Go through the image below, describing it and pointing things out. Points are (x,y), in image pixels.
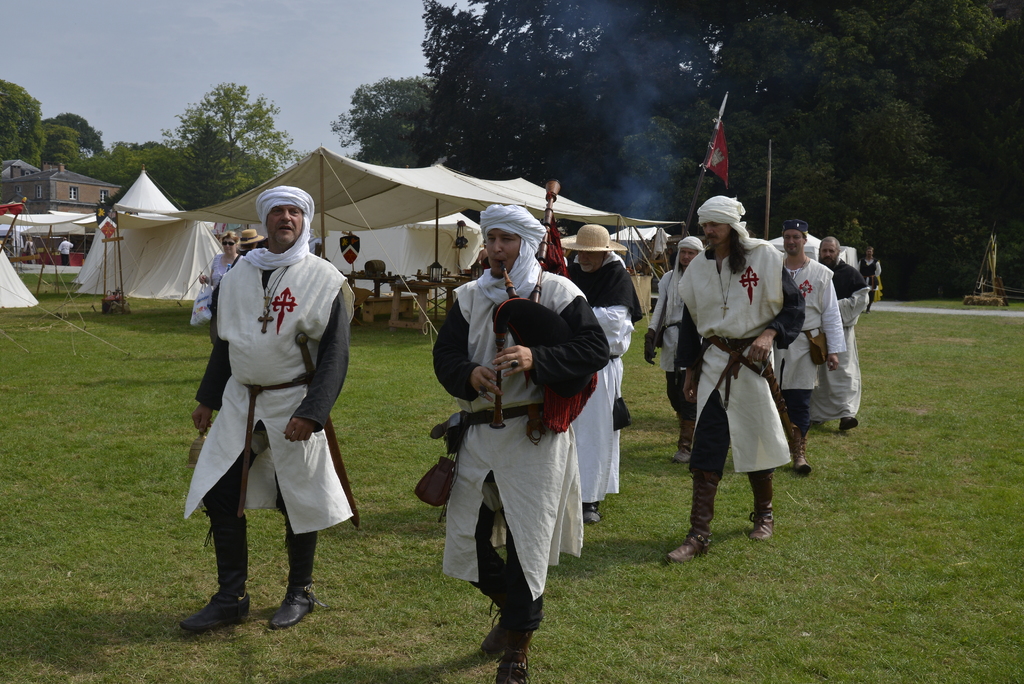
In this image we can see this person (718,225) wearing different costumes (275,287) are walking on the grass (370,392). Here we can see a flag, tent (433,246), houses (8,201), trees (210,200), smoke (605,208) and the sky (318,108) in the background (298,132).
